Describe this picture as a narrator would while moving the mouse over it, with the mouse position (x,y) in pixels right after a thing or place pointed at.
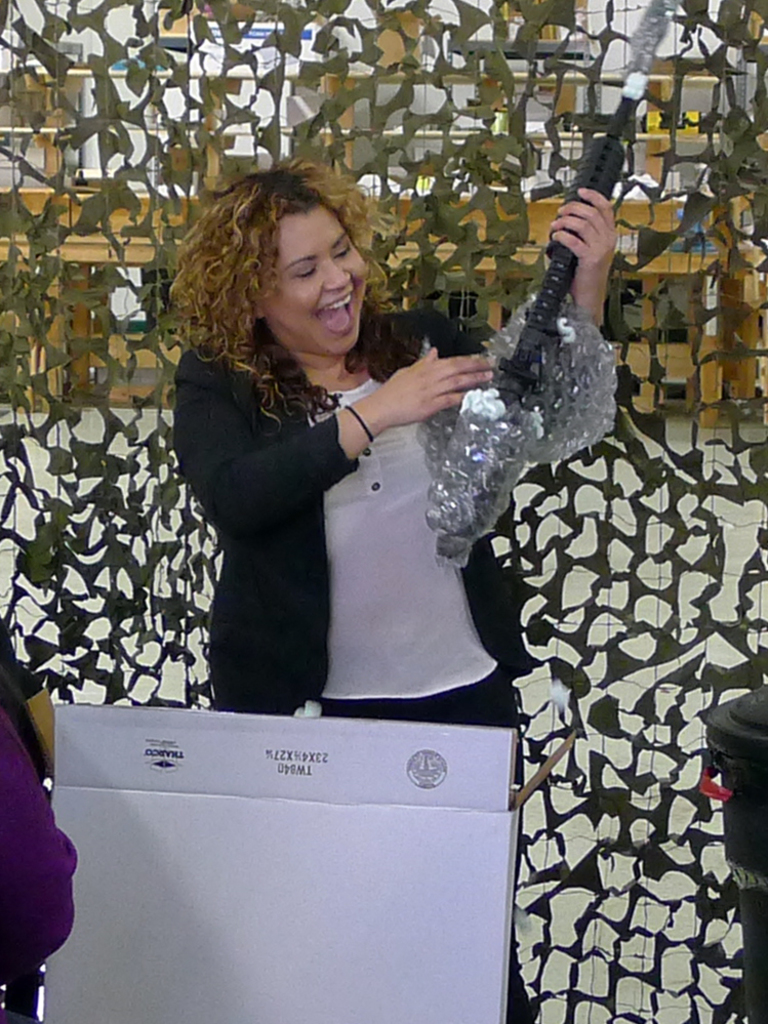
In the center of the image (421,389) there is a woman (309,527) standing and holding object (563,287). In the background (29,604) we can see decors (657,232), cupboards (656,219), table (138,250).
